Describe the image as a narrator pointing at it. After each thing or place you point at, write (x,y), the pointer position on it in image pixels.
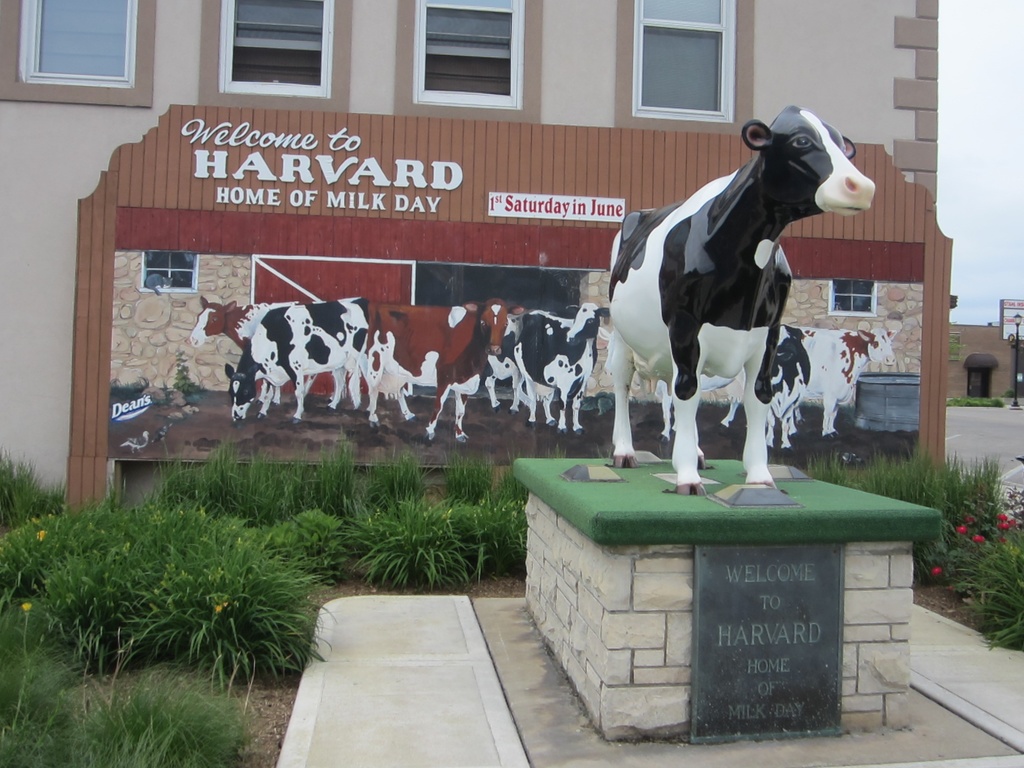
In this image at the center (629,291) there is a statue (705,356) of the cow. At the bottom of the image (222,687) there are plants (277,545) with the flowers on it. Behind the plants (960,490) there is a wooden board (323,244). On the backside (991,373) there are buildings (970,346). On the right side of the image (1017,388) there is a street light (1017,371).
